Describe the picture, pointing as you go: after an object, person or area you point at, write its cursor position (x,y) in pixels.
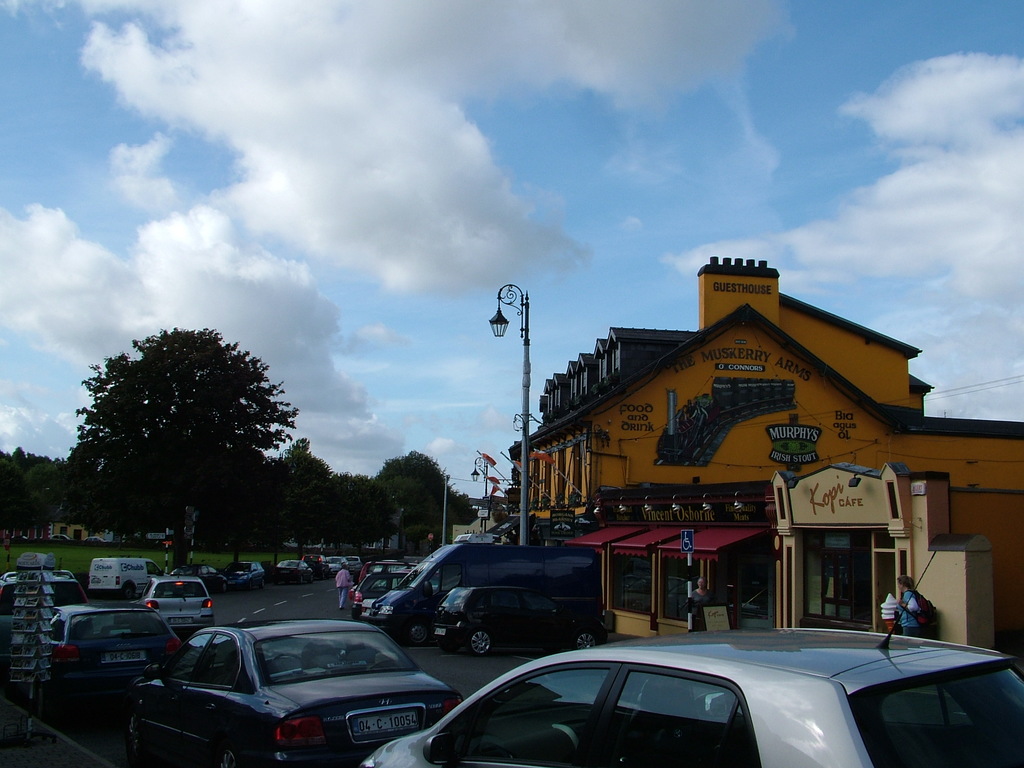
In this image there are vehicles (296,672) on the road (313,616). There are people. There are light poles (524,541), boards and some other objects (19,597). In the background of the image (244,515) there are buildings (668,478), trees (223,423) and there's grass (98,551) on the surface (98,551). At the top of the image (431,111) there are clouds (461,146) in the sky (460,151).
